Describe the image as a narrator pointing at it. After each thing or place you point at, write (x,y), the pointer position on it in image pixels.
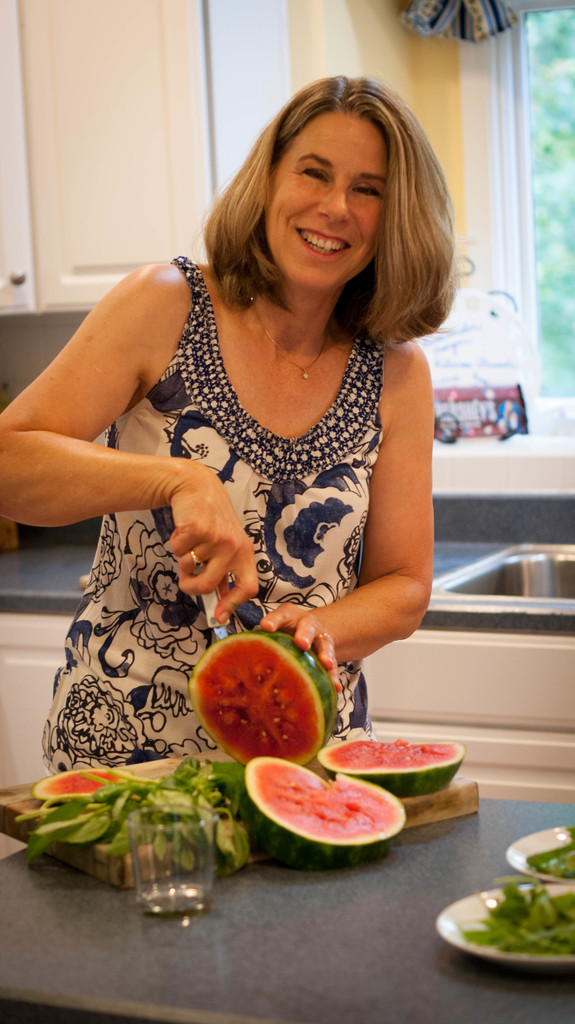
In the image there is a woman (207,282) in golden hair (387,174) cutting a water melon (269,757) on the table (404,951) with a glass (200,860) and plates (490,947) on it and behind her there are cupboards (273,88) and washbasins (535,601).
